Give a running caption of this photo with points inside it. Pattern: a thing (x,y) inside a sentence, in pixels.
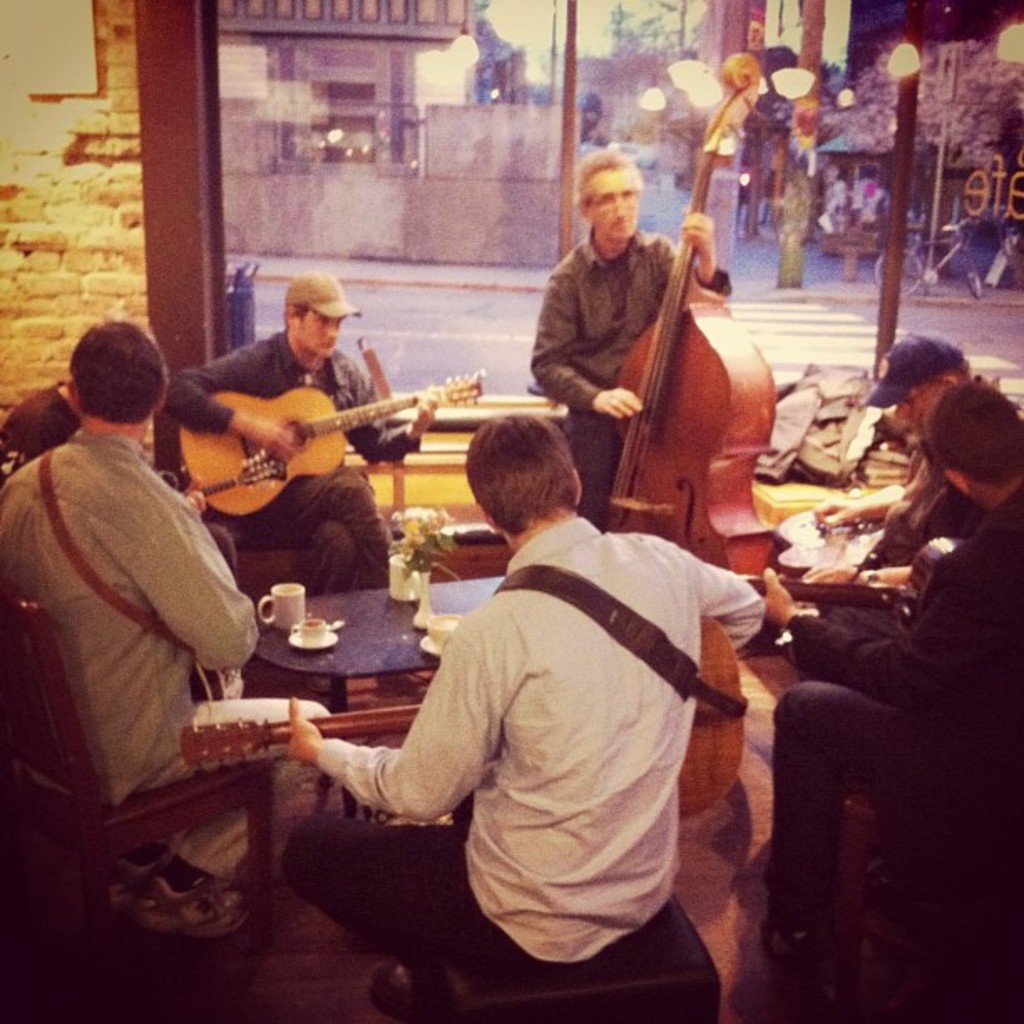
In the picture we can see some people (597,417) were sitting on the chair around the table (362,604), and they were holding the musical instruments (725,376). And they were playing and in center (569,389) the two person (553,329) were playing the guitar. And on table (371,668) they were few objects (418,614). Coming to the background (386,96) there is a brick wall (101,182) and glass (331,78).
